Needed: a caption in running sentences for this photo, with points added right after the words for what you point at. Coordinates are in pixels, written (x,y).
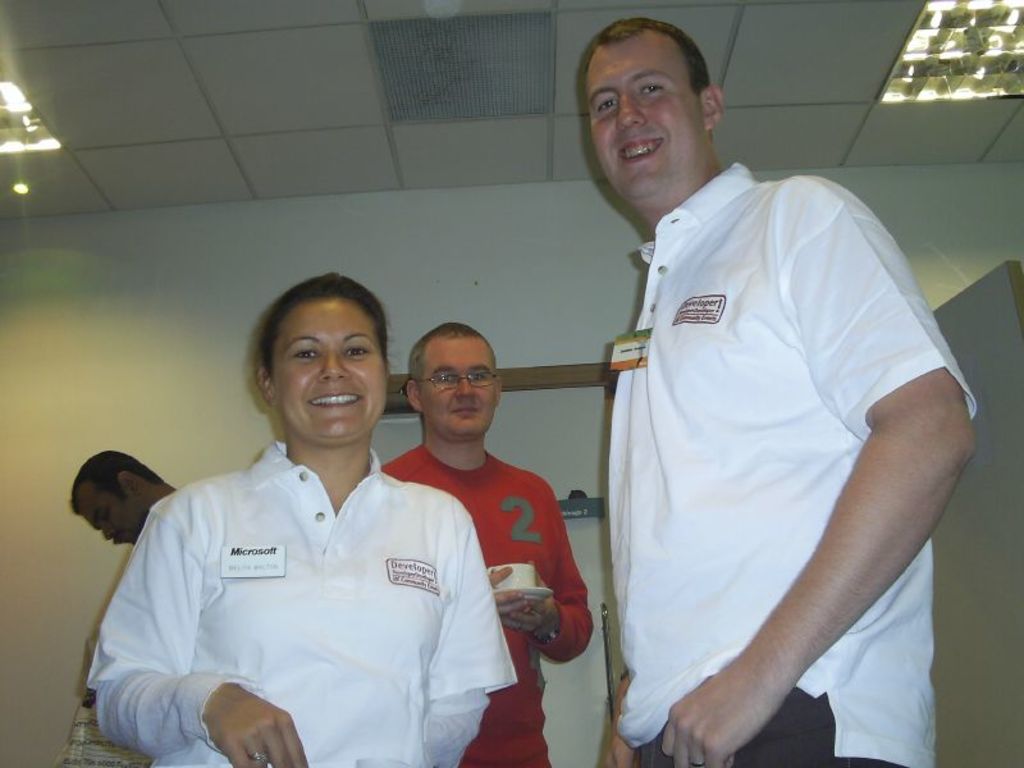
In the image we can see three men (511,503) and a woman (363,621) standing. They are wearing clothes (585,618), this is a saucer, tea cup (514,573), spectacles (447,376), wall (103,356), roof (43,114) and lights (30,134).
